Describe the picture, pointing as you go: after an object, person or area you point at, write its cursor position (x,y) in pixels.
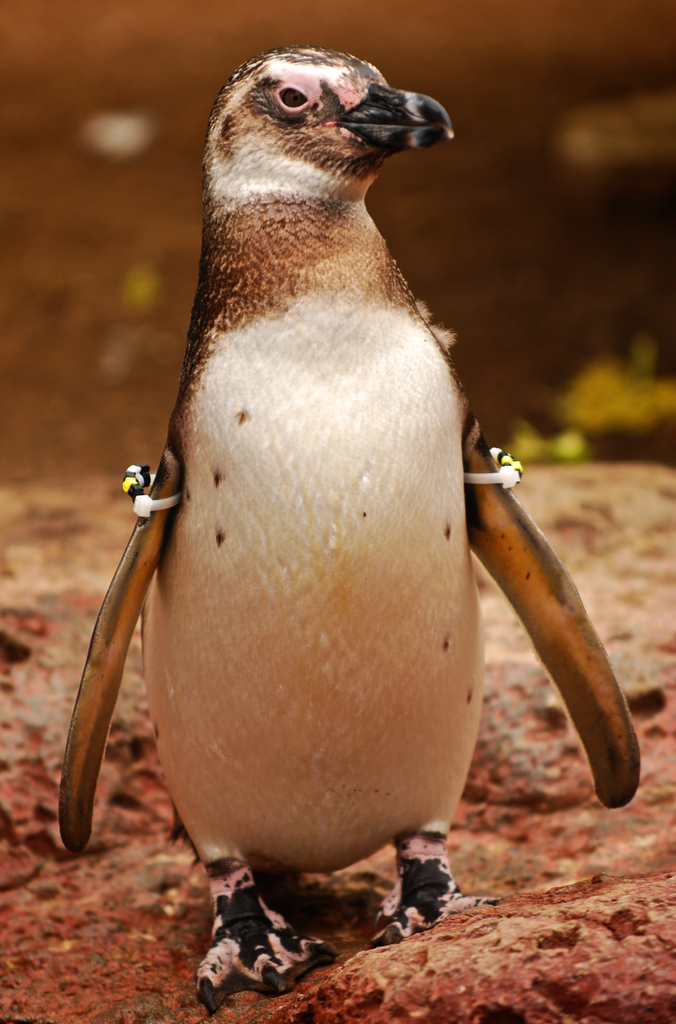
In this image there is a penguin (185,495) standing on the ground (332,917). On the ground (150,911) there are stones (302,893) and soil (185,975).
